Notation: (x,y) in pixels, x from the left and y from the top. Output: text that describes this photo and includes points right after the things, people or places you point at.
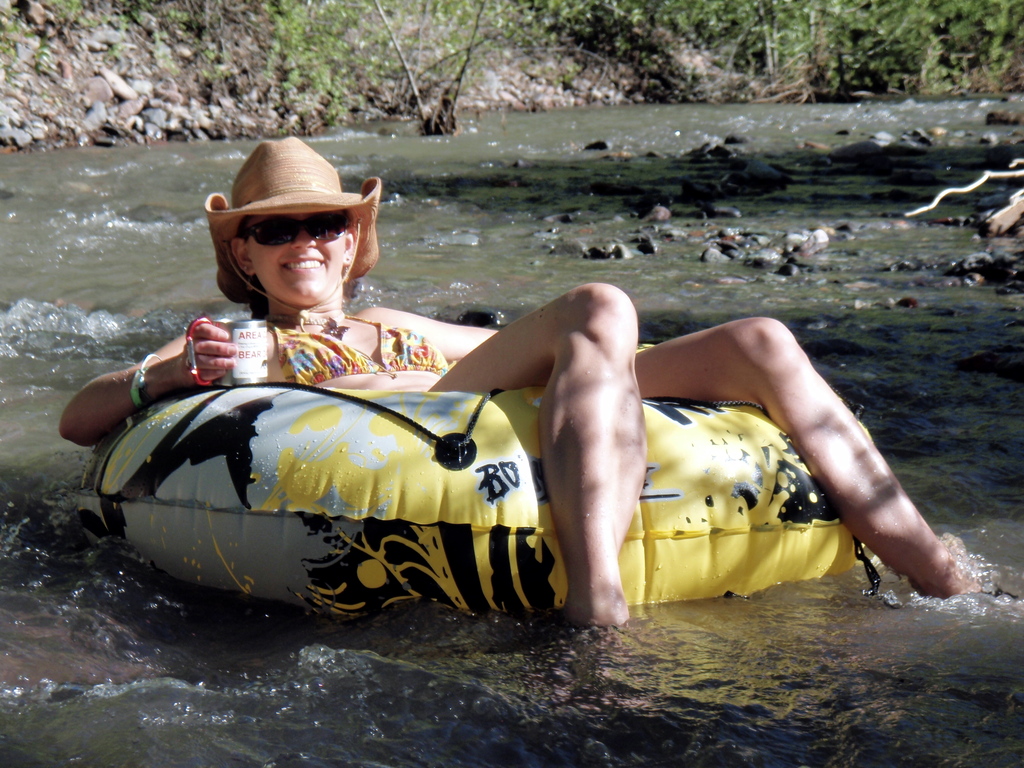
In this image we can see a person (618,521) sitting on the tube (355,507) and we can also see plants (682,20) and water (517,674).
